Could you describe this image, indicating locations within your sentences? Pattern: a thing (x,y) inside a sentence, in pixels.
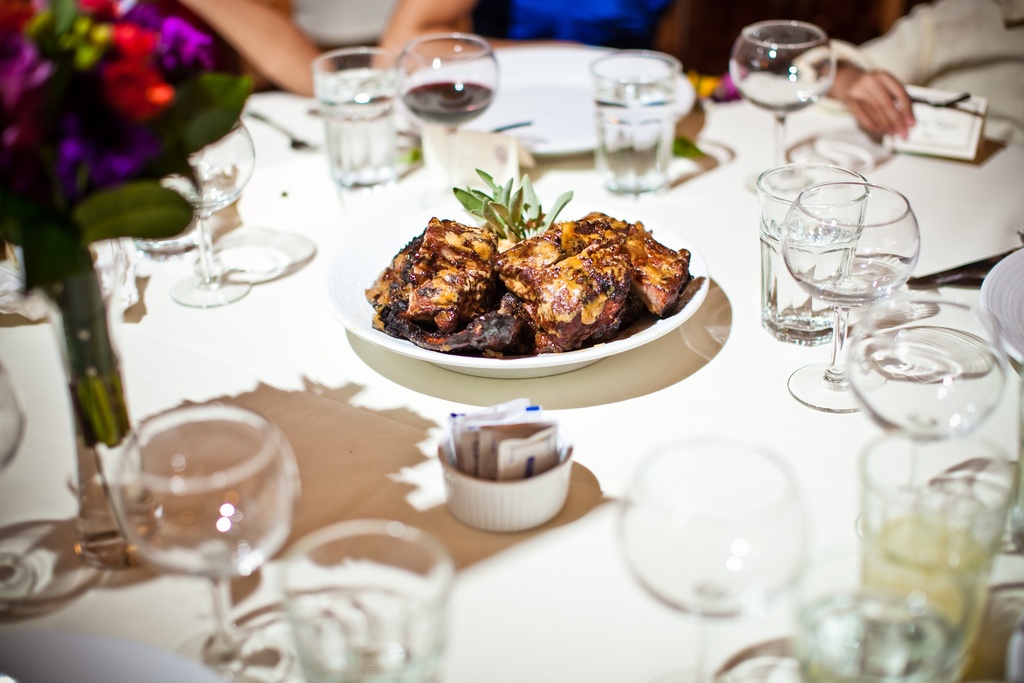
In this image there is a table (935,227) and we can see glasses (626,123), plates (1017,286), bowl (490,500), flower vase (72,369), board (909,139), spoons (314,146) and a plate (505,371) containing food (554,281) placed on the table (645,451). In the background (337,42) there are people (337,42).
